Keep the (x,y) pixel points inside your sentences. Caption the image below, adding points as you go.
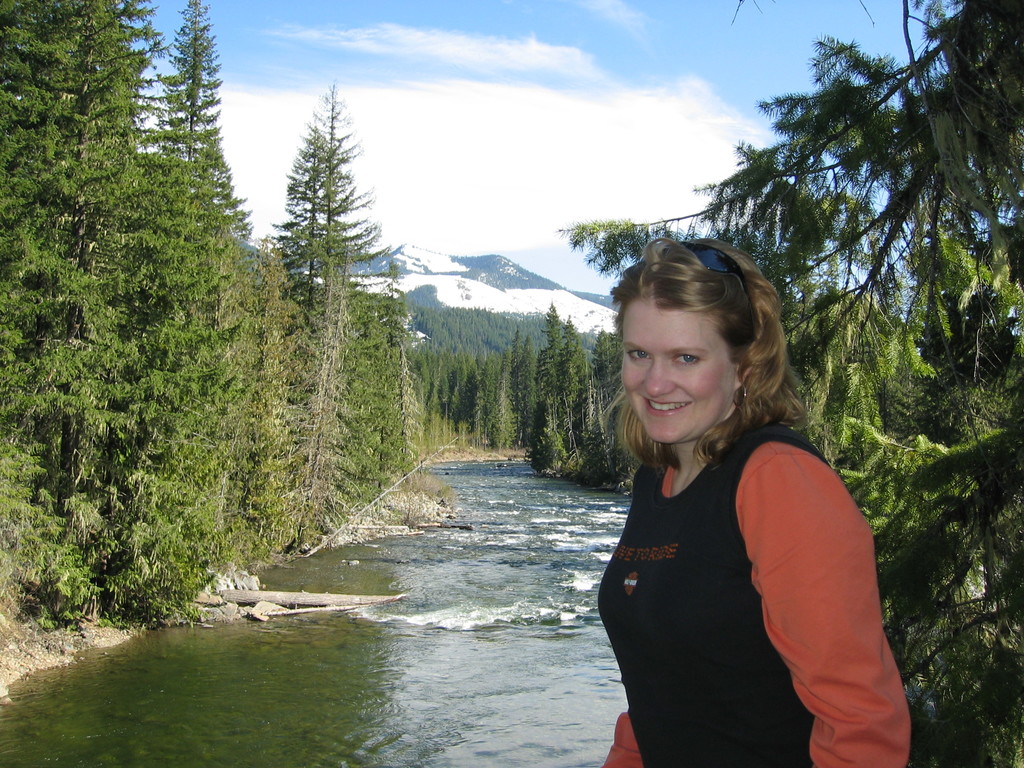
In this image I can see a woman (675,503) in the front (817,568) and I can see she is wearing orange and black colour dress (701,597). I can also see something is written on her dress (713,549) and on her head (653,287) I can see a black shades (729,271). I can also see smile (647,401) on her face (694,388) and in the background (517,551) I can see water (502,536). On the both sides of the water (441,530) I can see number of trees (371,343), mountains (594,348), clouds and the sky (742,103). I can also see mountains (389,257), clouds (423,125) and the sky (771,13) in the background (596,138).
